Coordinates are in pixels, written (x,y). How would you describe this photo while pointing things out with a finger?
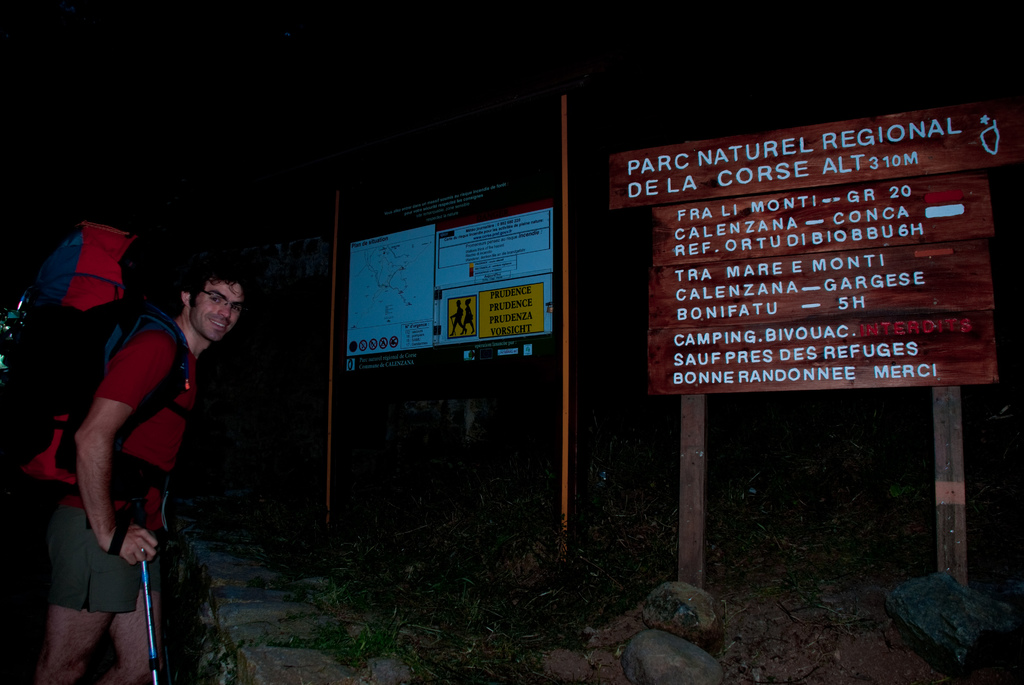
This picture shows a man (110,513) standing holding a stick (146,584) in his hand (141,553) and he wore a backpack (108,277) on his back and we see few boards (400,343) with text (706,309) and we see few rocks (938,600) on the ground (547,646).
